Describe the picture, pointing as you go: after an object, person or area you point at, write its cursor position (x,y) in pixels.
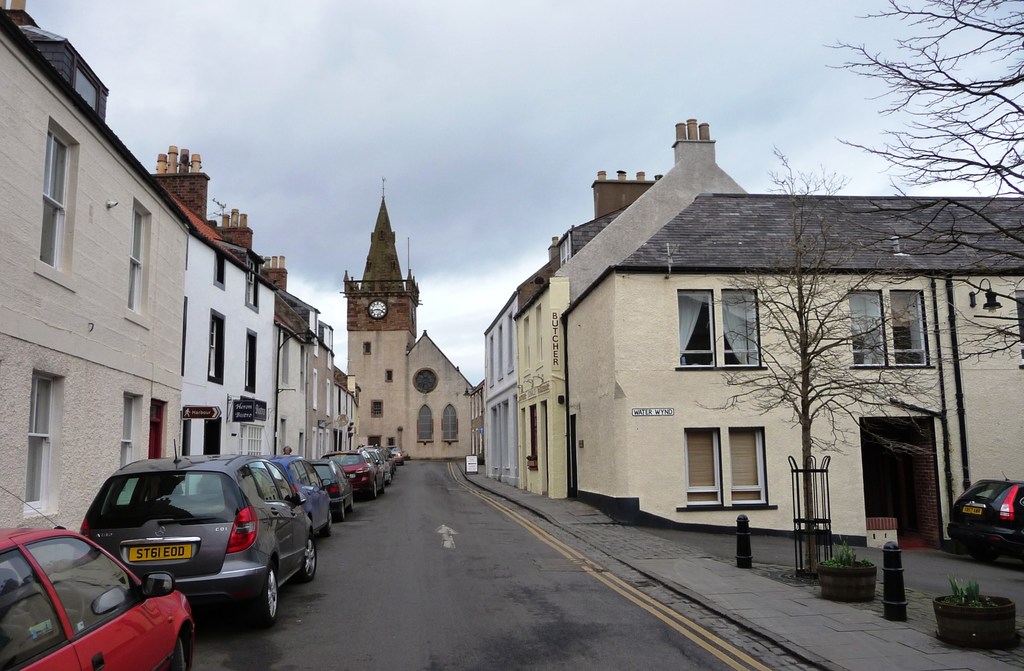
As we can see in the image there are buildings (706,242), windows (711,325), cars (382,461), plant (959,584), trees (807,551), street lamp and sky (303,81).
